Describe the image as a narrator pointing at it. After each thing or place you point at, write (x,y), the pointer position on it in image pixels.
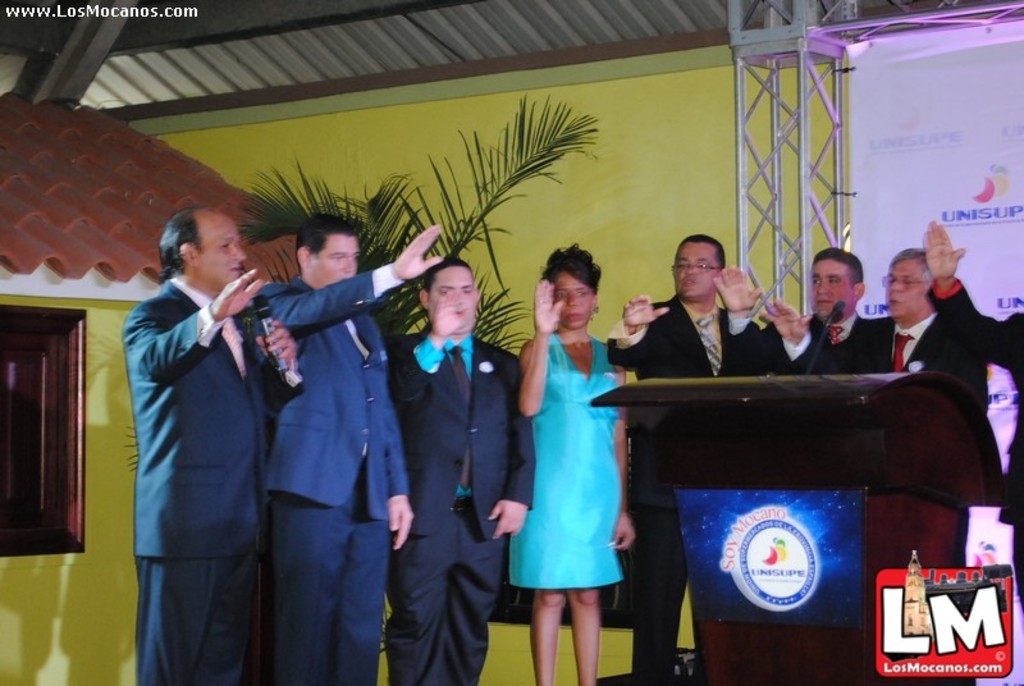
In this image there are a few people (432,355) taking the pledge, one of the person (225,329) is holding a mic (265,328), in front of them there is dais (831,407) with a mic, at the bottom of the image (921,597) there is a logo (908,610), behind them there is a plant (370,241), metal rods (778,182), banners (859,137), metal shed roof top (205,62) and a house (143,194), at the top of the image (162,17) there is some text (32,14) and behind the plant (491,186) there is a wall (461,191).
